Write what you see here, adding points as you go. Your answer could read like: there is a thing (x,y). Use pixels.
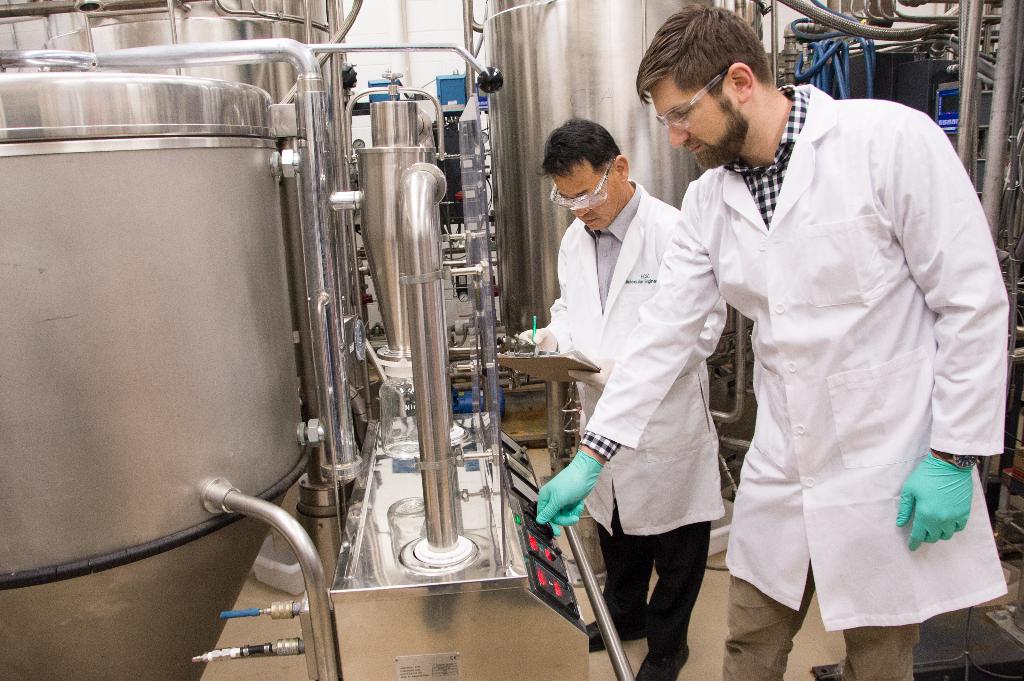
In this image, we can see steel tanks (641,43) and some pipes (431,274). There is a regulator (537,582) at the bottom of the image (544,544). There are two persons (842,202) standing and wearing clothes (705,482).
